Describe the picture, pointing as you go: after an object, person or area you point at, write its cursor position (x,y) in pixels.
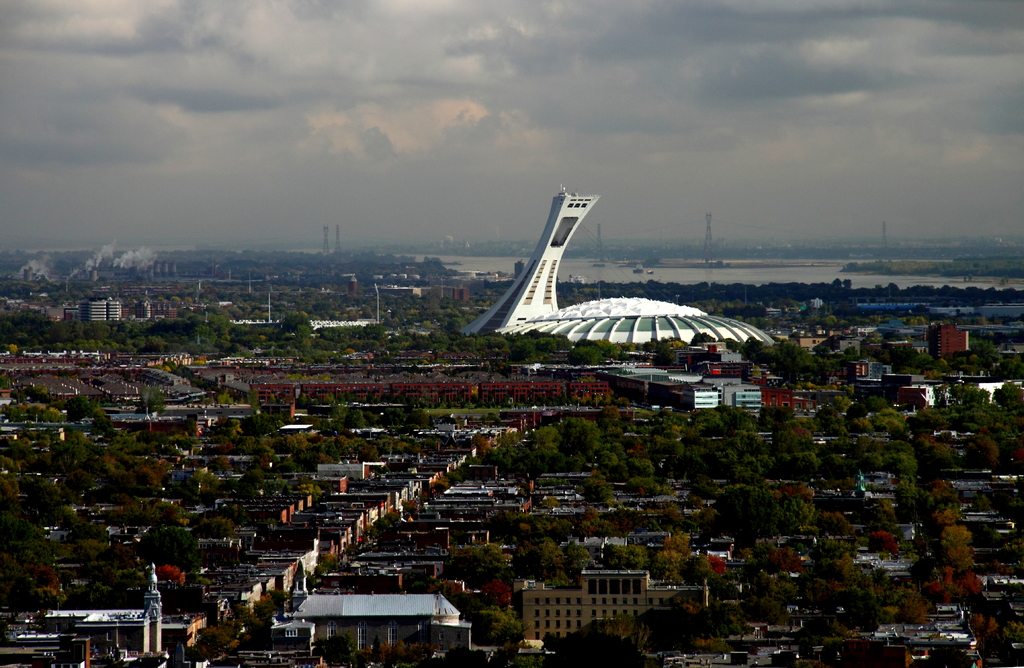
These are the houses (60,656) and trees (551,523) in this image, in the middle (533,272) there is a white color construction (512,289). At the top (648,102) it is the cloudy sky (706,110).
